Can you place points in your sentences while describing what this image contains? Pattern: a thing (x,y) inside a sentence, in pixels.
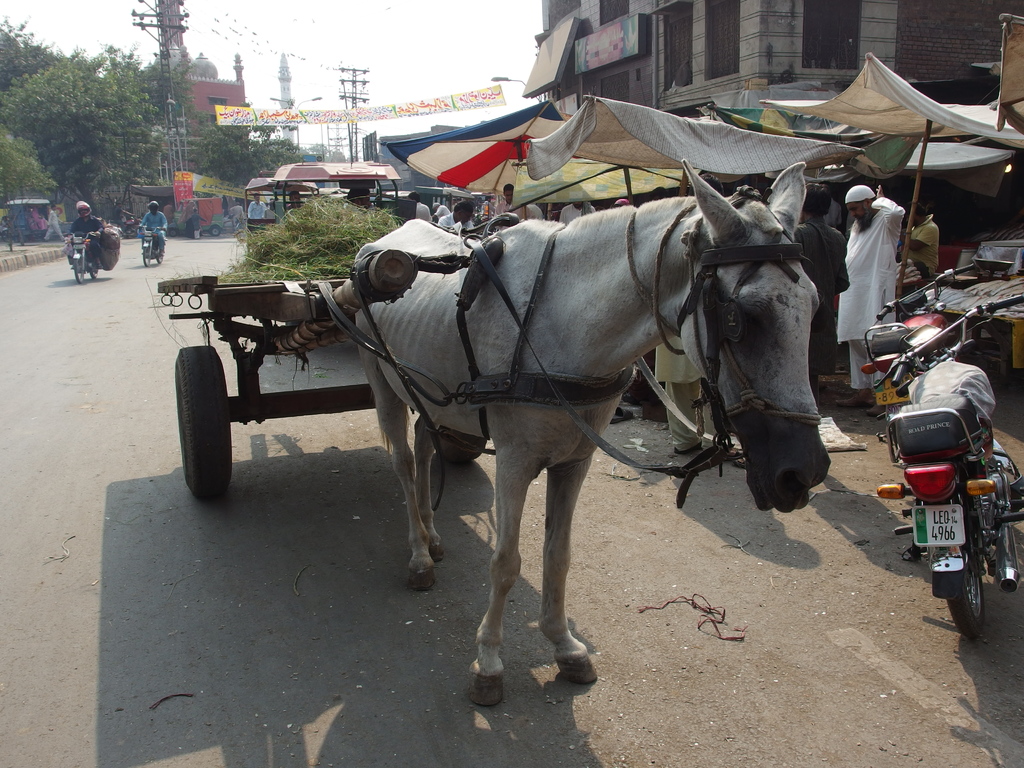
In this picture I can see buildings (598,30), trees (63,122) and I can see a horse (494,340) and a cart (243,358) with grass (312,274) on it and I can see couple of them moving on motorcycles (82,257) and few (832,253) are standing and I can see a motorcycle (951,482) parked and I can see tents (799,136) and couple of poles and I can see a banner (484,95) and a cloudy sky (315,66).
